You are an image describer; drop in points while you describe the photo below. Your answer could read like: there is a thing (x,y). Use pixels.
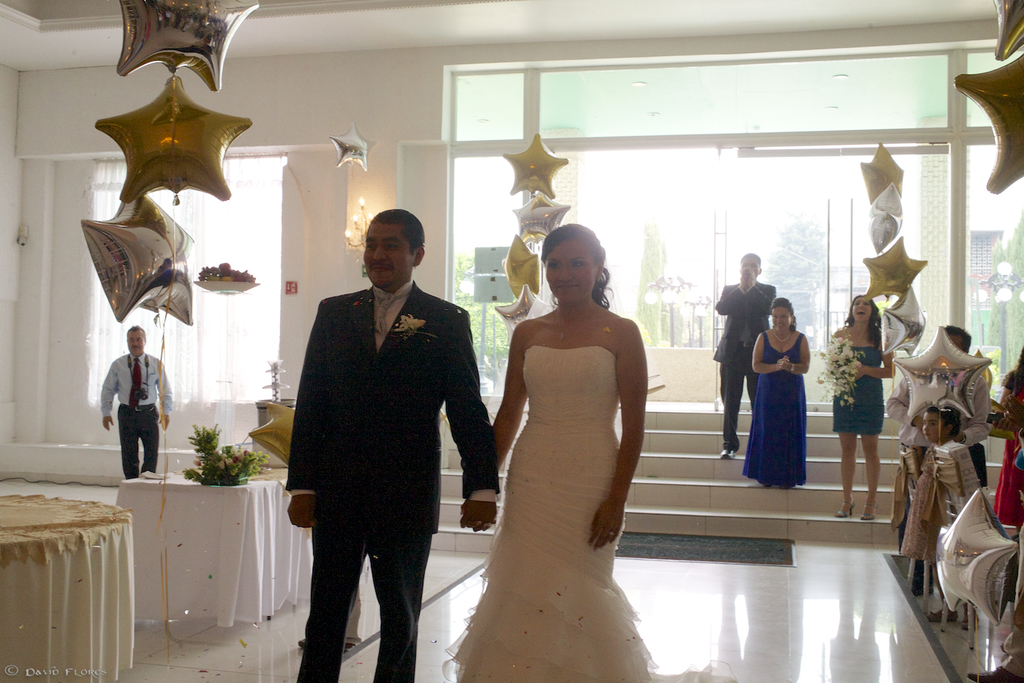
In this picture there are two persons (335,377) standing in the foreground (408,545) and smiling. At the back (1021,468) there are group of people (1023,455) standing. On the left side of the image (274,563) there is a flower vase (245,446) on the table (233,501) and there are tables (54,587) and there is a curtain (235,214) and there are candles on the wall (410,166). On the right side of the image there are chairs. There are artificial stars (132,36) hanging on the wall (300,304). At the back (673,270) there is a door (823,271). There are trees (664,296), poles (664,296), buildings (983,268) behind the door (746,143). At the bottom (739,562) there is a mat (732,560).
